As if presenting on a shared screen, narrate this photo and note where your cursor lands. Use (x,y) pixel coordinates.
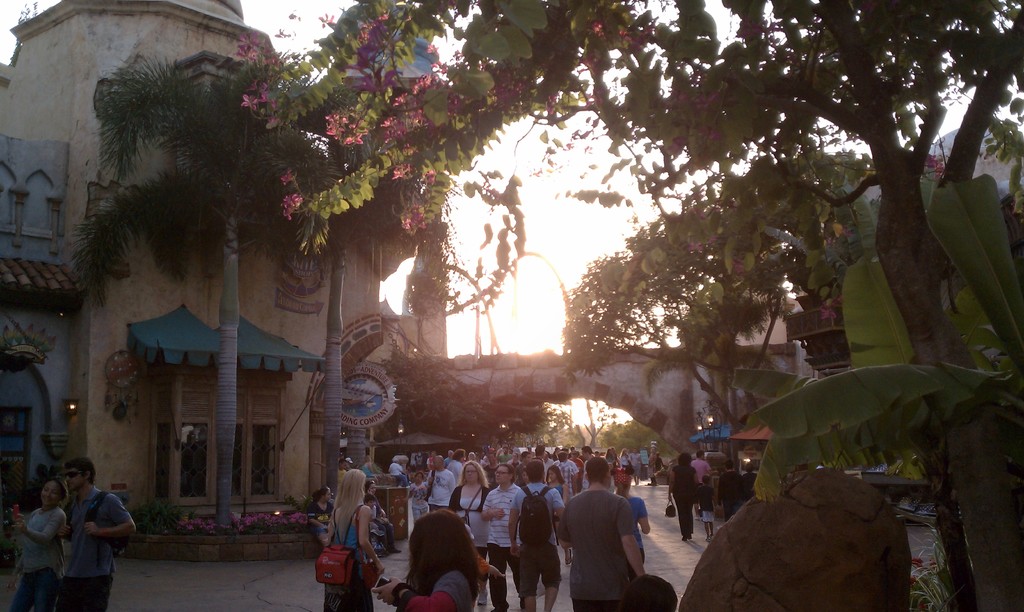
In this image I can see the group of people (482,497) with different color dresses (505,550). I can see few people (532,552) wearing the bags (346,562). To the right (847,329) I can see many trees (740,254). To the left (213,258) there is a building (260,275). In the background (531,379) I can see the bridge (518,365) and the sky (543,203).
